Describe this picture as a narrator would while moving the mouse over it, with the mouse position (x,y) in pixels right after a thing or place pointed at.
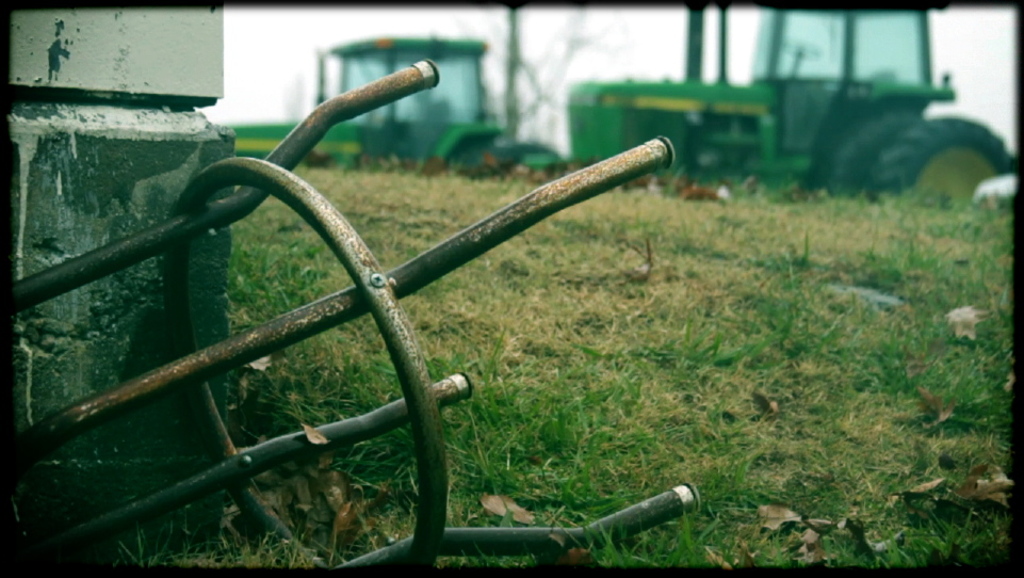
In this image we can see a few vehicles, there are some leaves (491,505), grass (477,500) and other objects (583,174) on the ground (273,276), also we can see the sky (283,62).
